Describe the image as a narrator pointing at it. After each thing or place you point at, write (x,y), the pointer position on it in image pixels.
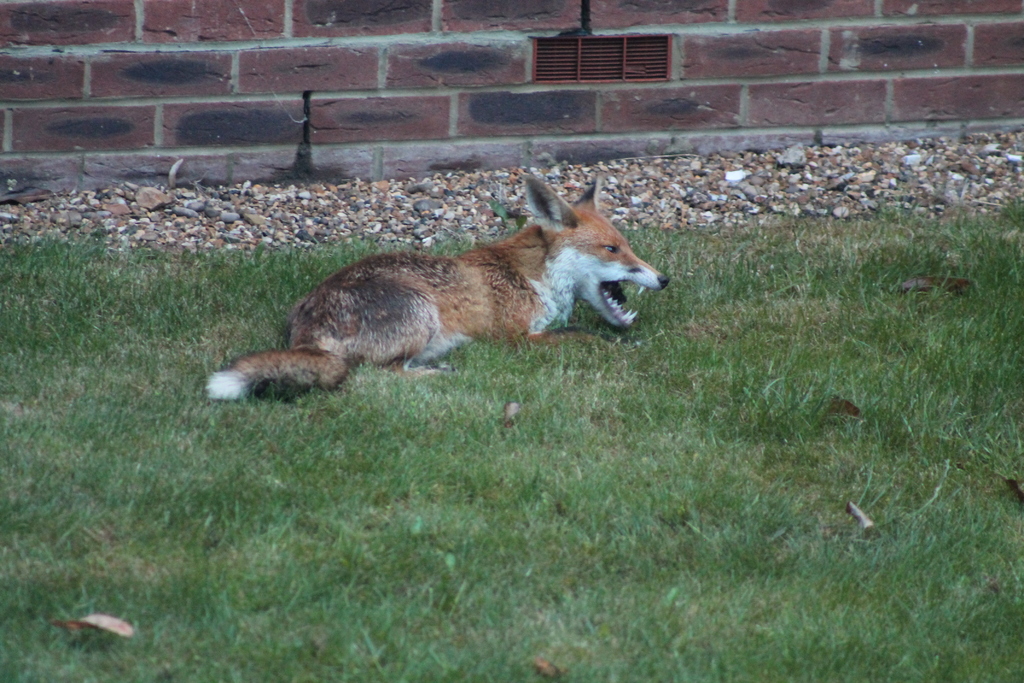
In the foreground of the image (625,412) we can see grass (543,518). In the middle of the image (361,340) we can see a fox (534,309) lying on the grass (206,288) and some stones (170,209). On the top of the image (978,48) we can see a wall (554,102).
